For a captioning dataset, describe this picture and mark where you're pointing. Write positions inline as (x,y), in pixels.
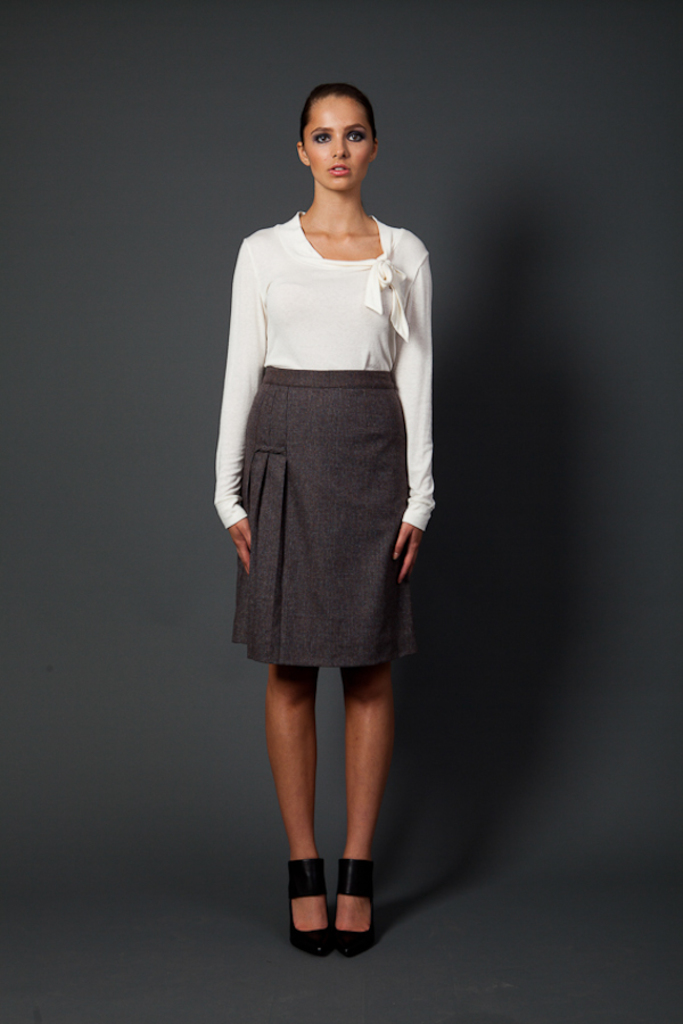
In this image there is a woman (345,454) standing on the floor (254,899). The woman (314,634) is wearing the white colour top (321,331). In the background (206,148) there is a ash color wall (133,435).
